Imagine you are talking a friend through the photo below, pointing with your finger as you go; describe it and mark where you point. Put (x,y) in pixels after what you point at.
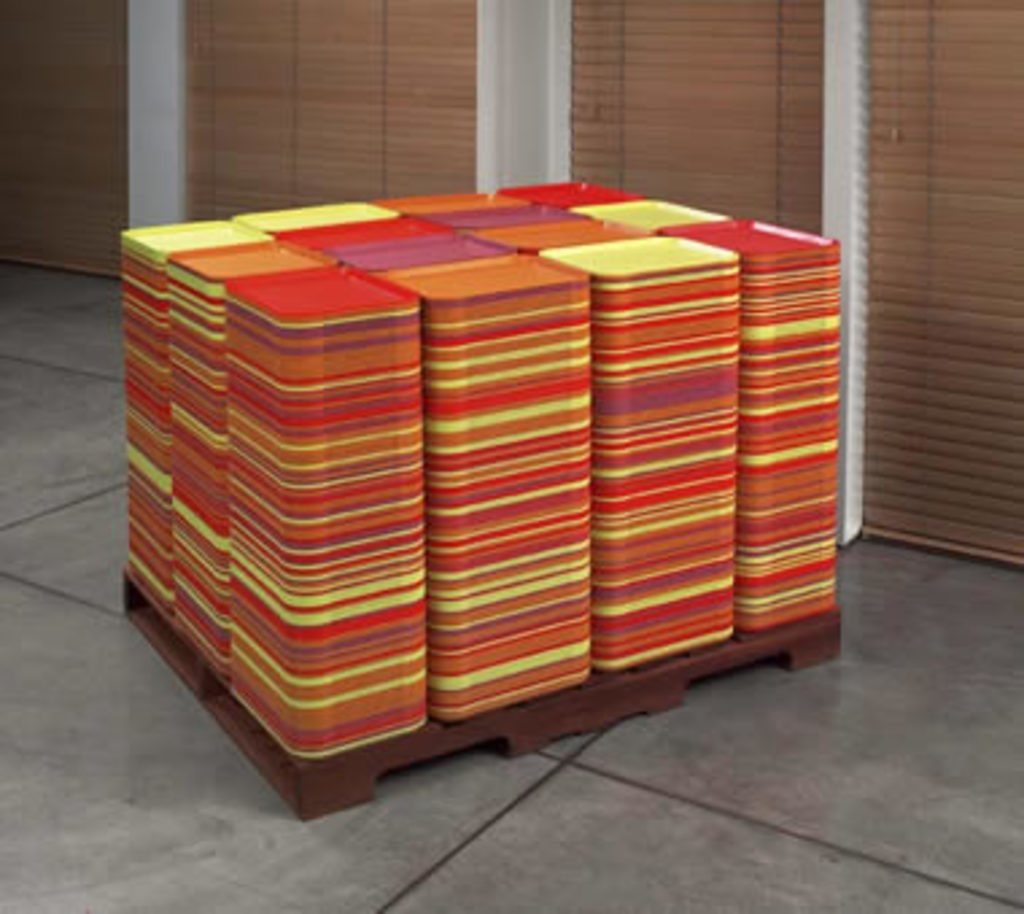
In this image there is a wooden object (250,716) on the floor (257,773), there are a group of objects (498,567) that looks like a plate (516,499), there is a wall (571,105) towards the top of the image (579,44), there are blinds (631,139) towards the top of the image (430,82).
